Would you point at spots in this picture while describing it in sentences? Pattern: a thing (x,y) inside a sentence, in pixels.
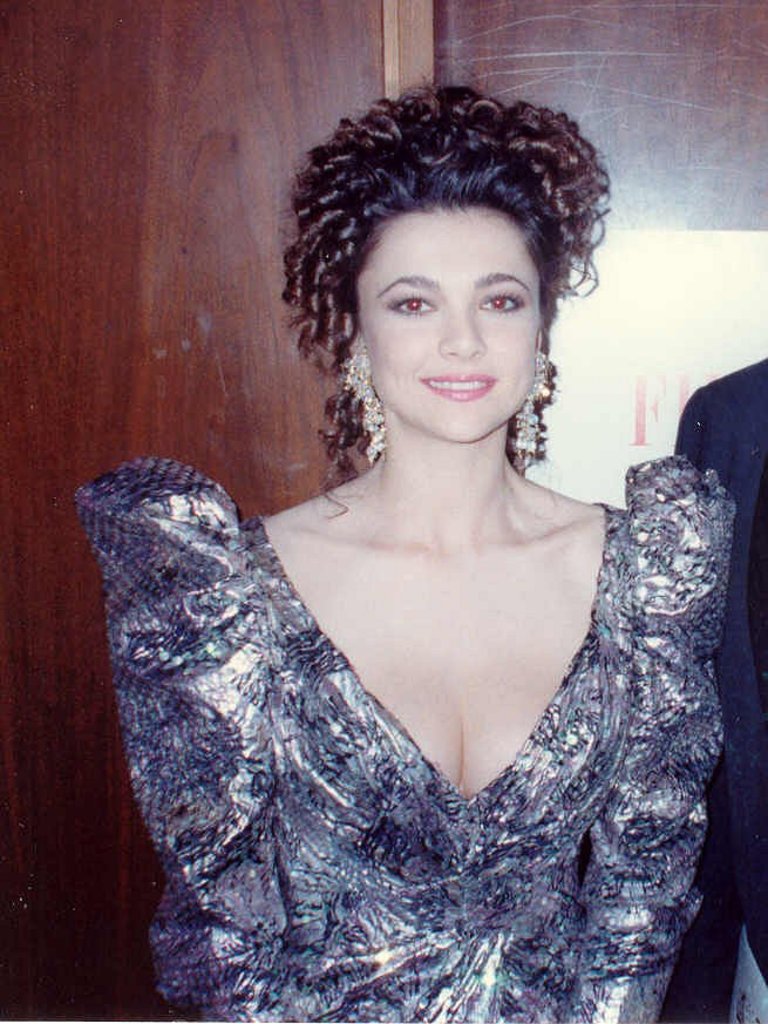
In this image I can see the person (397,506) with the dress (380,886). In the background (231,344) I can see the poster (579,403) attached to the wooden wall (160,169).
